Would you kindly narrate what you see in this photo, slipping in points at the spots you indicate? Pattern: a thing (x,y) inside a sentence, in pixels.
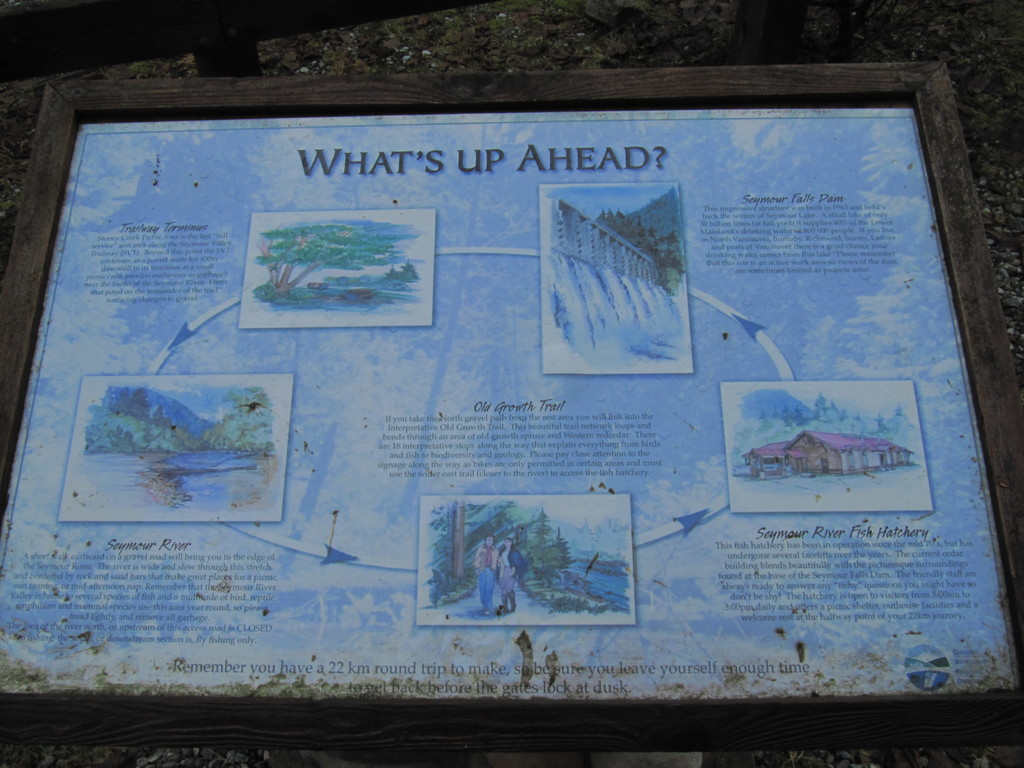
In this image there is a frame (367,479) with some text (493,400) and images (389,286) on it.
